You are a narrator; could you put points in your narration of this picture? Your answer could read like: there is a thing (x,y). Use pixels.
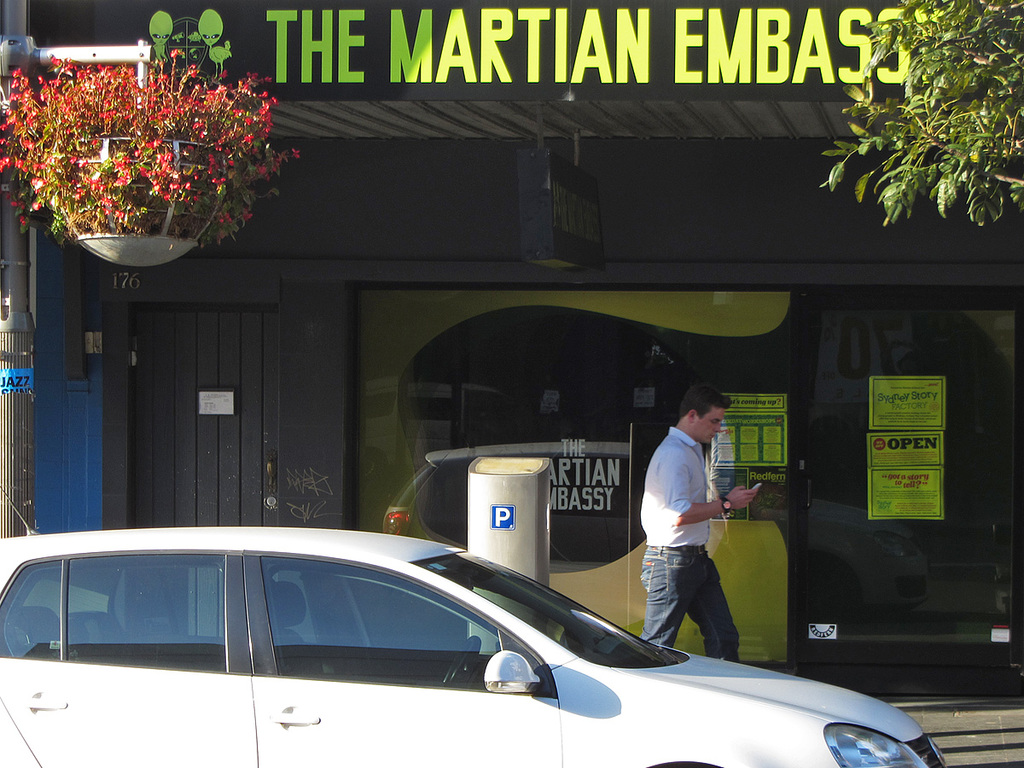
In this image we can see a car (421,646), pole (20,46), plant (125,225), flowers (39,181), boards (618,69), leaves (954,192), and a person (746,494). In the background (273,376) we can see a door (260,311), wall (286,431), and posters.
